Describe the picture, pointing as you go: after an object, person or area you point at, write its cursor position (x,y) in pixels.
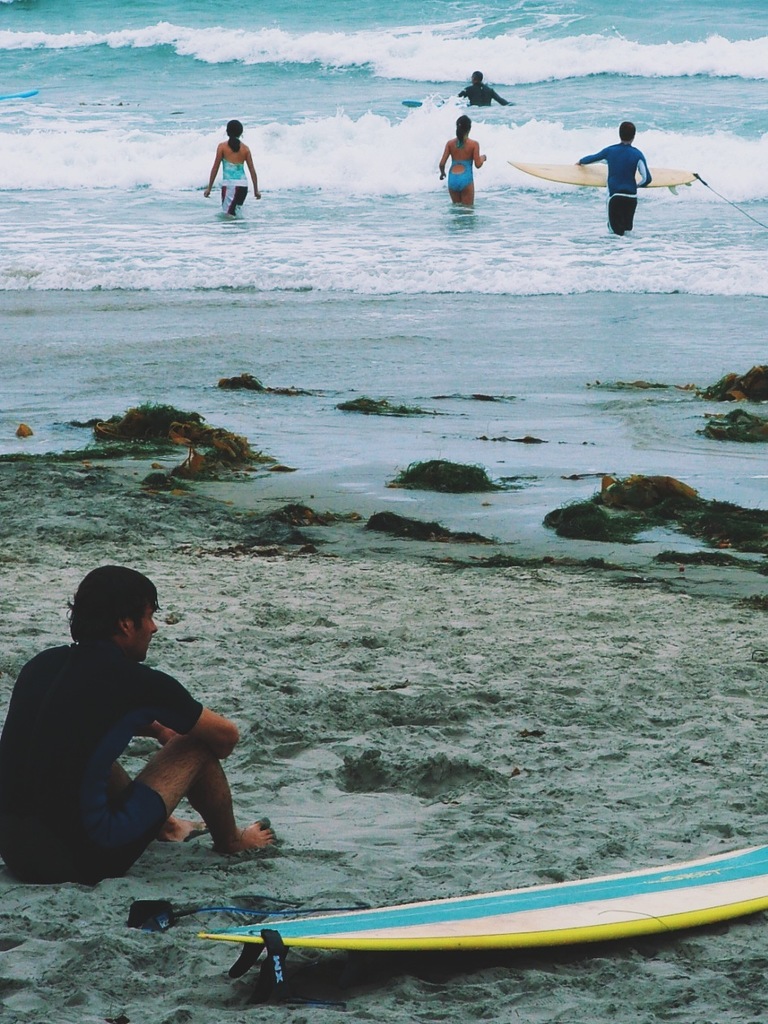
In this image there is a person (27,717) sitting on the land (55,892) and there is a surfboard (563,924) at the right side of the person (142,786). There are four persons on the water (330,150) and one of the person (607,160) is holding the surf board (572,178).
